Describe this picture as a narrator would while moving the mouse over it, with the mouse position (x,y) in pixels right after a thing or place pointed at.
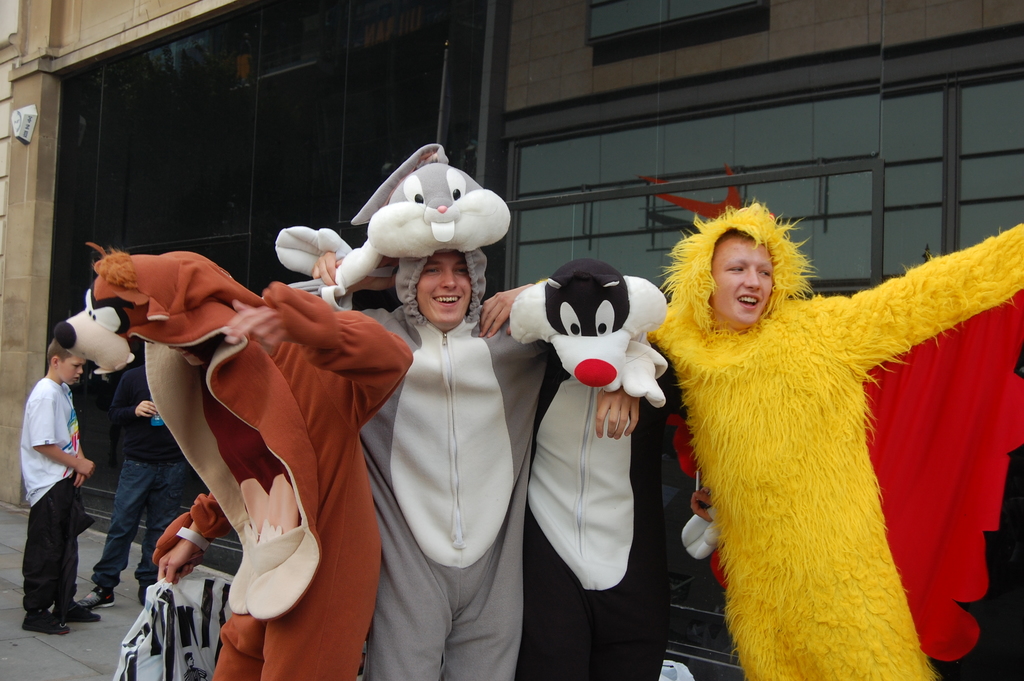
Here we can see four persons (633,396) in fancy dresses (432,540). In the background (114,403) we can see two persons (114,403), glasses (656,141), and wall (668,62).
